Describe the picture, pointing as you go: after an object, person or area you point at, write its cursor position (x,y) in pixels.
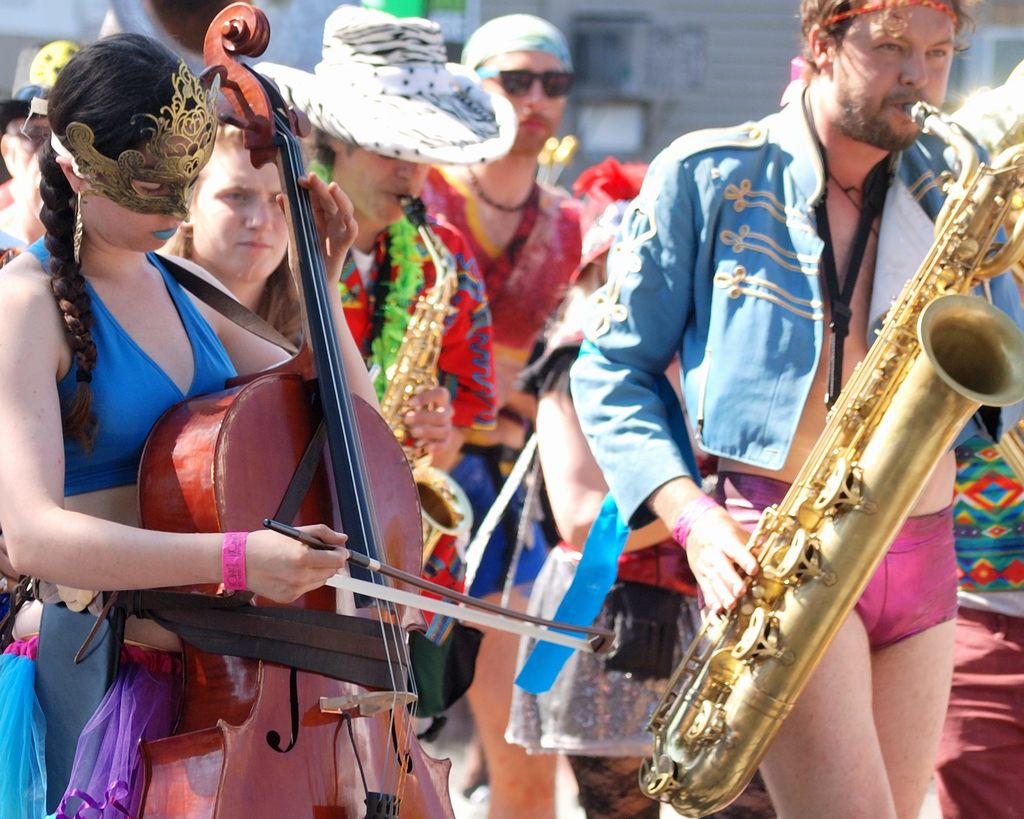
In this image I see people (1001,661) who are holding musical instruments (983,226) and this woman (50,558) is wearing a mask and this man (363,155) is wearing a hat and I can also see all of them are standing.
